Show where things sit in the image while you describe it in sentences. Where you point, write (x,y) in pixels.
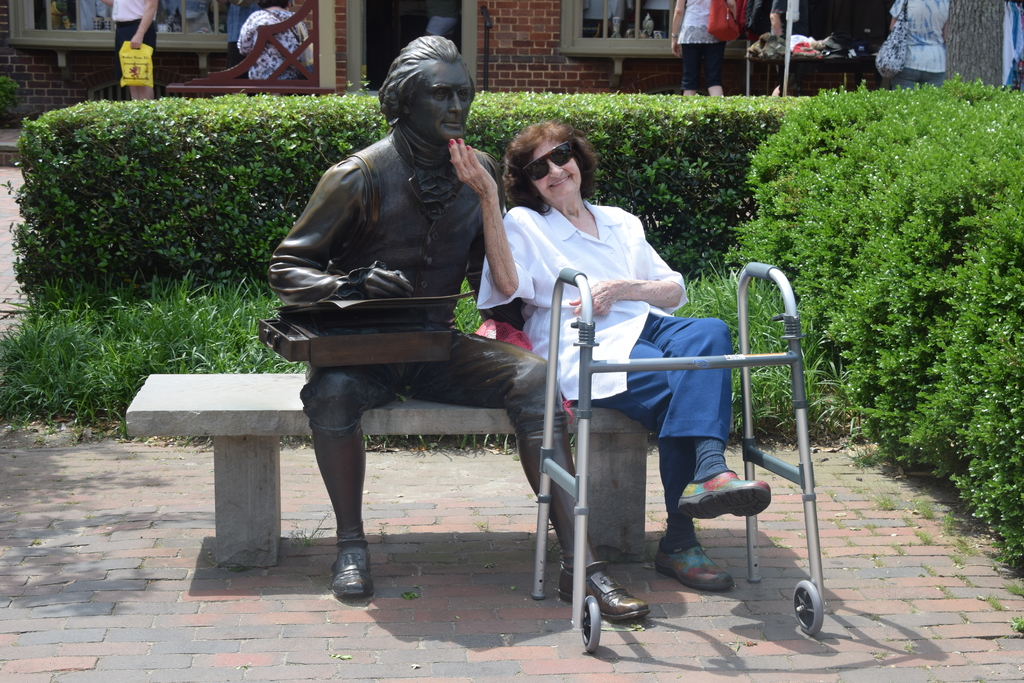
a person (594,286) is sitting next to a statue (396,239) on the bench (399,413). behind her there are plants (684,168). at the back (518,63) there are buildings (503,63) and windows (597,12).
